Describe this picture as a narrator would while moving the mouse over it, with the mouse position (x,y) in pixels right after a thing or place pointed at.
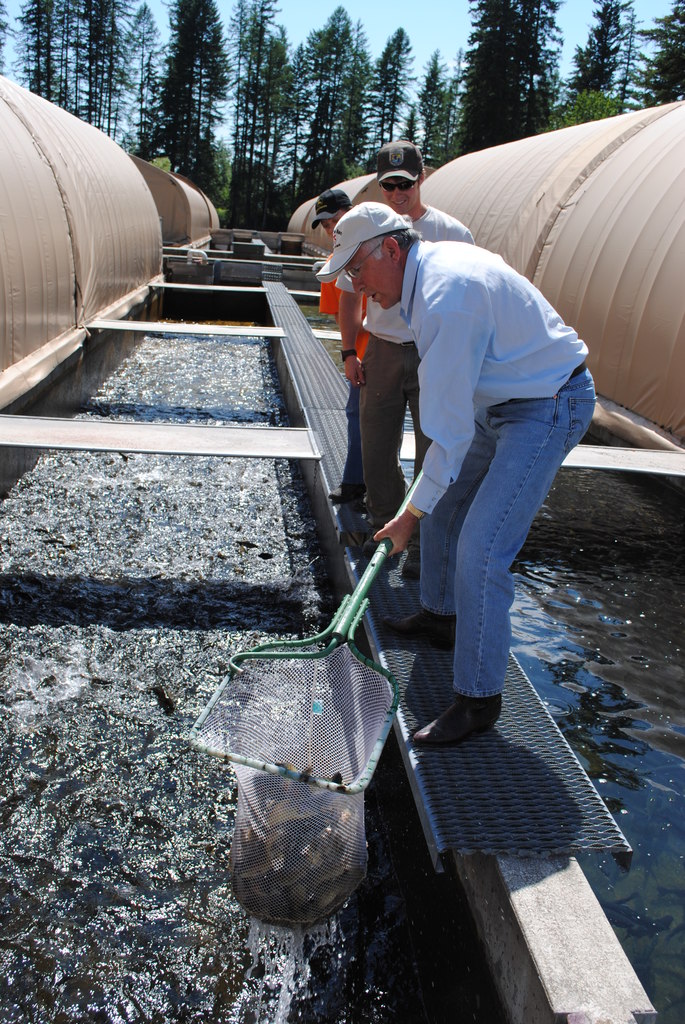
In this image there is a fish pond (274,511), there are three man (378,516) standing near the fish pond (276,522) and a man (420,617) is catching fishes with net (342,729), in the background (313,75) there are trees (247,75).
